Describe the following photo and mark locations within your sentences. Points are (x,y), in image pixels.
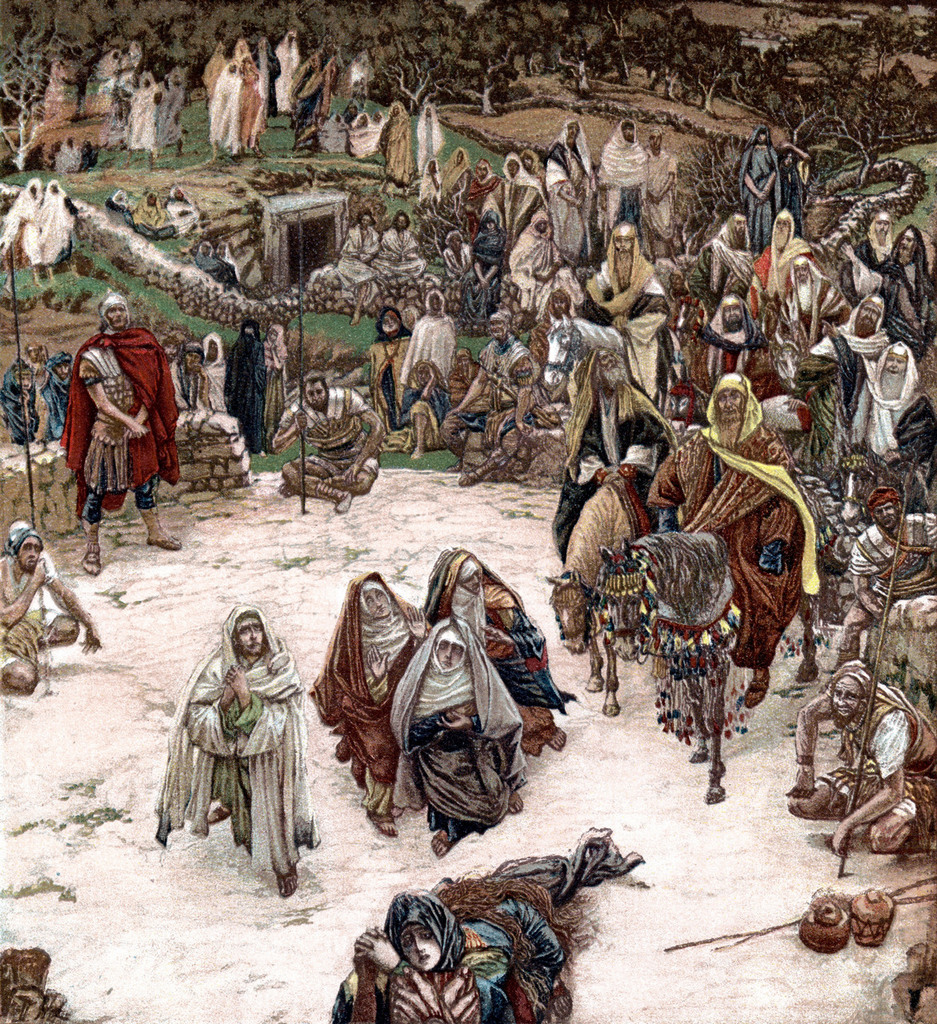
Here we can see a sketch. In this sketch we can see people (150,384) and horses (597,613). Background (409,6) there are a number of trees (703,91).
